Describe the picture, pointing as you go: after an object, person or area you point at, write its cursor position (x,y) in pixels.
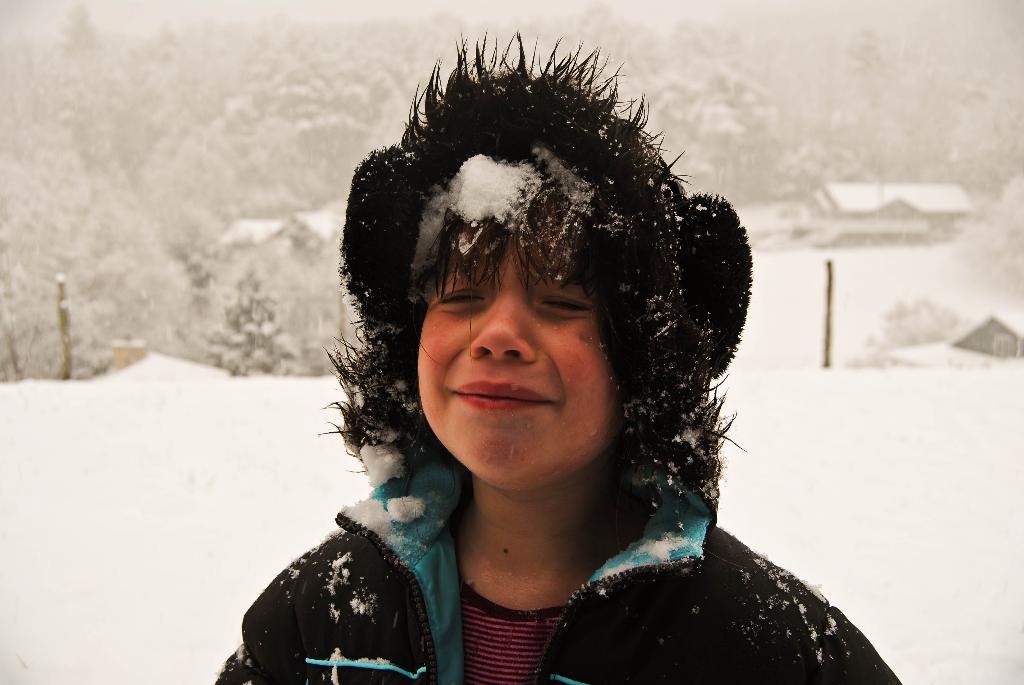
In this image there is a kid (457,474) smiling, behind the kid (416,382) there are trees (108,280), wooden sticks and houses (872,234).
